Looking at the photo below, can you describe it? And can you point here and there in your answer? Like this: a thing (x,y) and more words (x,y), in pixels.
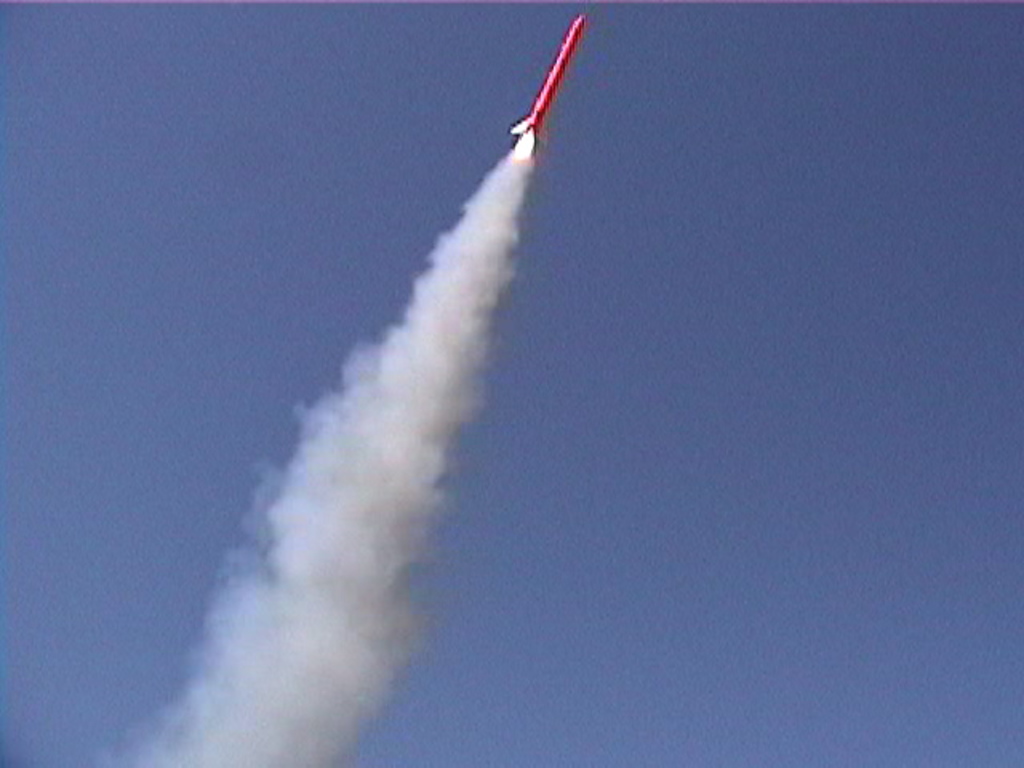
In this picture there is a rocket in the sky (432,563). At the bottom (344,686) there is smoke (251,734). At the top (258,77) there is sky (242,86).
